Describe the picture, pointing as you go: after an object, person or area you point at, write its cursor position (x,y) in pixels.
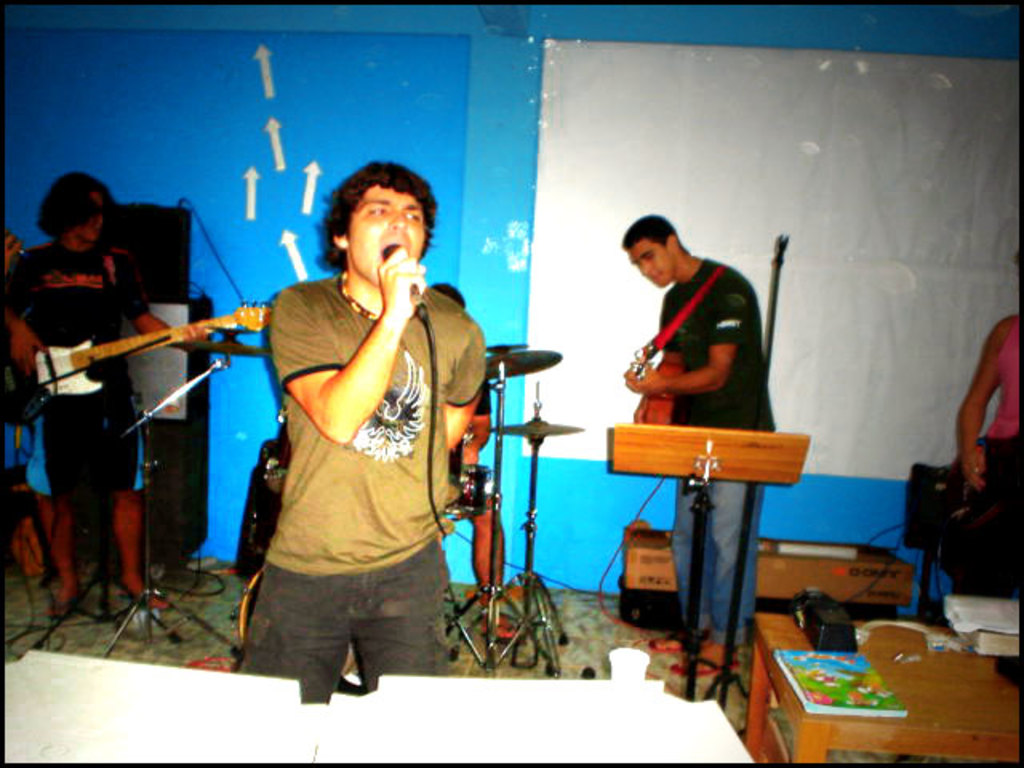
In the center of the image (439,376) we can see a man (419,404) standing and holding a mic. On the right (903,683) there is a table (855,720) and we can see a book (888,709) and some objects (947,643) placed on the table (891,677). In the background (728,414) we can see people (107,466) playing guitars (59,373). We can see a band (527,555). There is a board (588,200) and a wall (420,154).
